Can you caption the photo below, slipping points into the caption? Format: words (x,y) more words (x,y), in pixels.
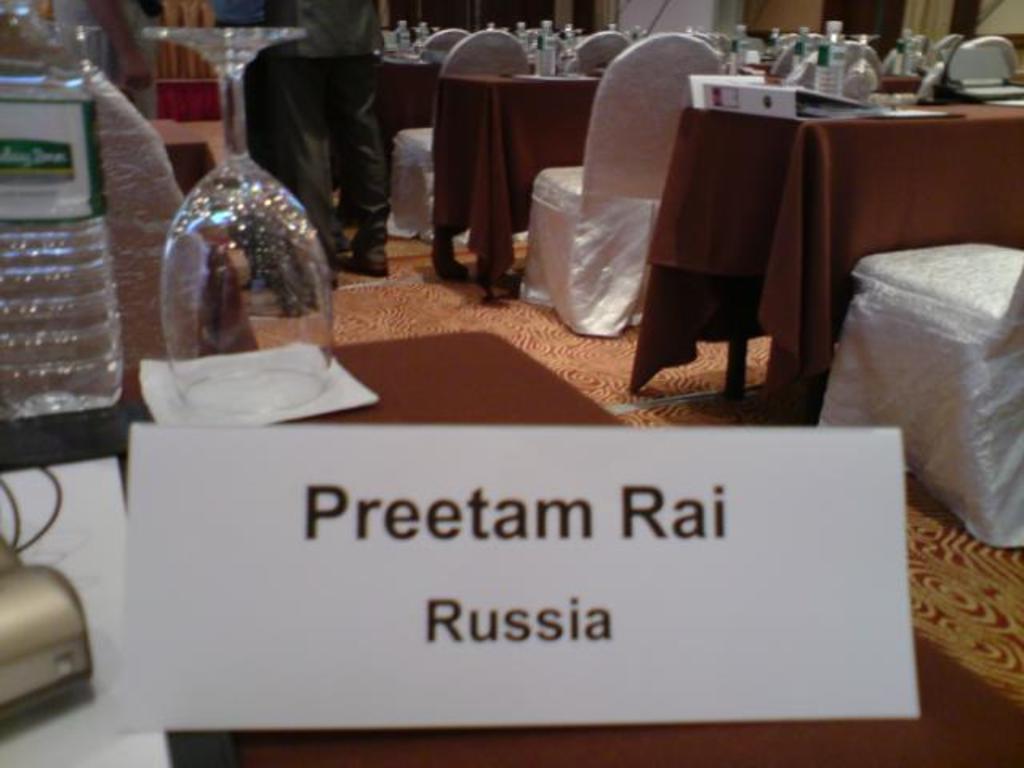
We can able to see a tables (815,302) and chairs (639,101) in this picture. On this tables (577,99) there are bottles (568,28), file (740,101), card (596,506) and glasses (233,218). Far this person (333,49) is standing beside this table (409,65).
